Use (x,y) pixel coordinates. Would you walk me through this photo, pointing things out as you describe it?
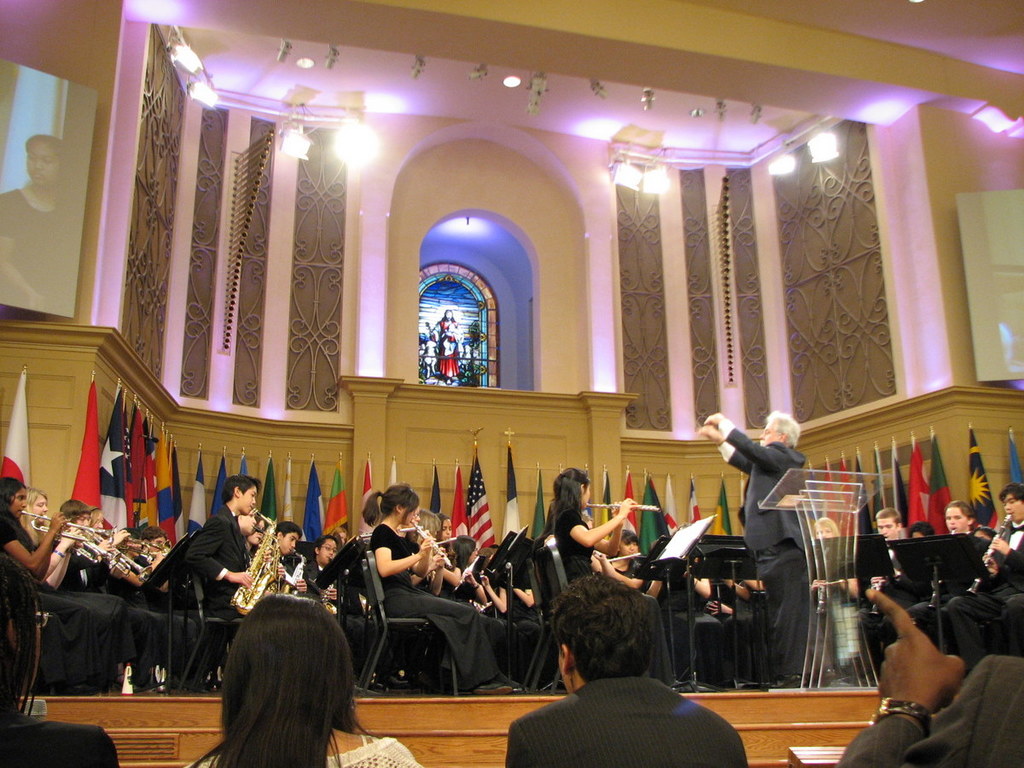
In this picture we can see big hall (368,700). In front (481,624) we can see a group of orchestra (492,610). Behind there are some colorful flags (109,481) of the country. Above there is a stained glass window (441,327) in the center of the arch (459,337). On the top (474,89) there is a ceiling (514,90) with track lights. In the front (904,715) bottom side there are some person (563,733) sitting and watching the orchestra (472,566).
